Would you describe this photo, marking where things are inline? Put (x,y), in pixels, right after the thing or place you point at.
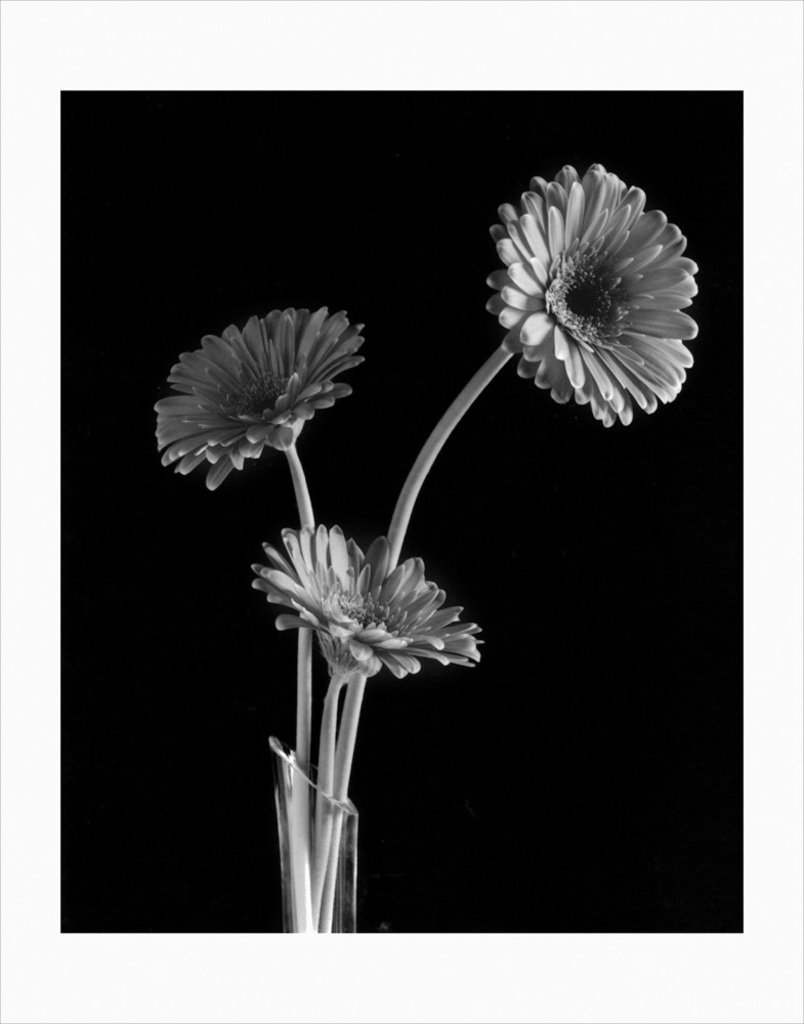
This is an image with white borders (428,37) in the center (304,495) there are flowers (565,339) in a jar (302,823), and there is a black background (274,185).
